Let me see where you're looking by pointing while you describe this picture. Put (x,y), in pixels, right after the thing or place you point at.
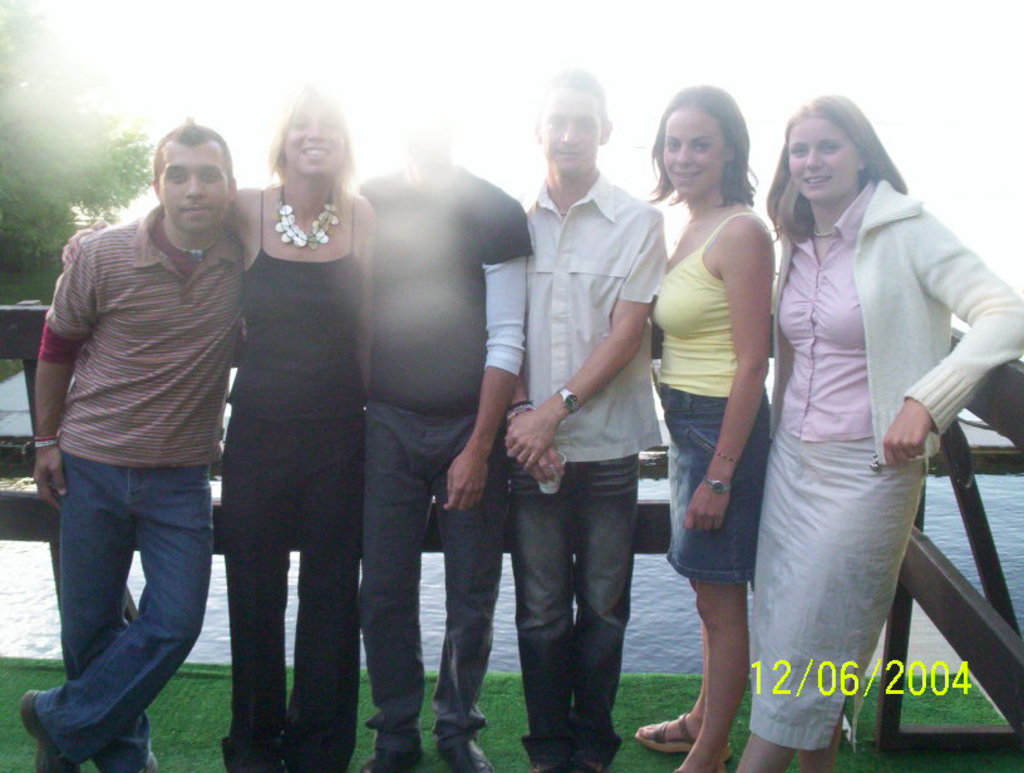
This picture is clicked outside. In the foreground (174,268) we can see the group of persons (432,215) standing on the green grass (935,721) and we can see the guard rail (15,337). In the background (1015,558) there is a tree (42,90) and a water body (685,614). At the bottom right corner (847,672) we can see the numbers (966,683) on the image.
